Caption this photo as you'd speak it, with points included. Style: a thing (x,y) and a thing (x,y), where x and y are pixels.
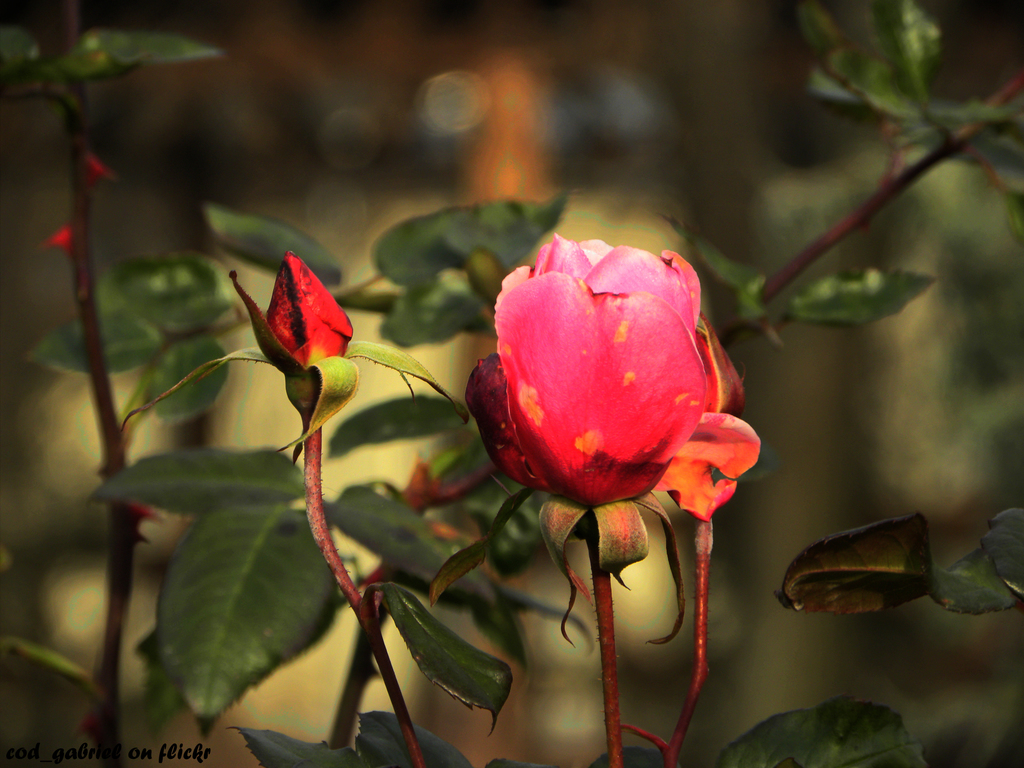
In this image I can see a flower (578,385) which is pink, orange and red in color to a tree (447,397). I can see few leaves (234,517) which are green in color and the blurry background (360,72).
